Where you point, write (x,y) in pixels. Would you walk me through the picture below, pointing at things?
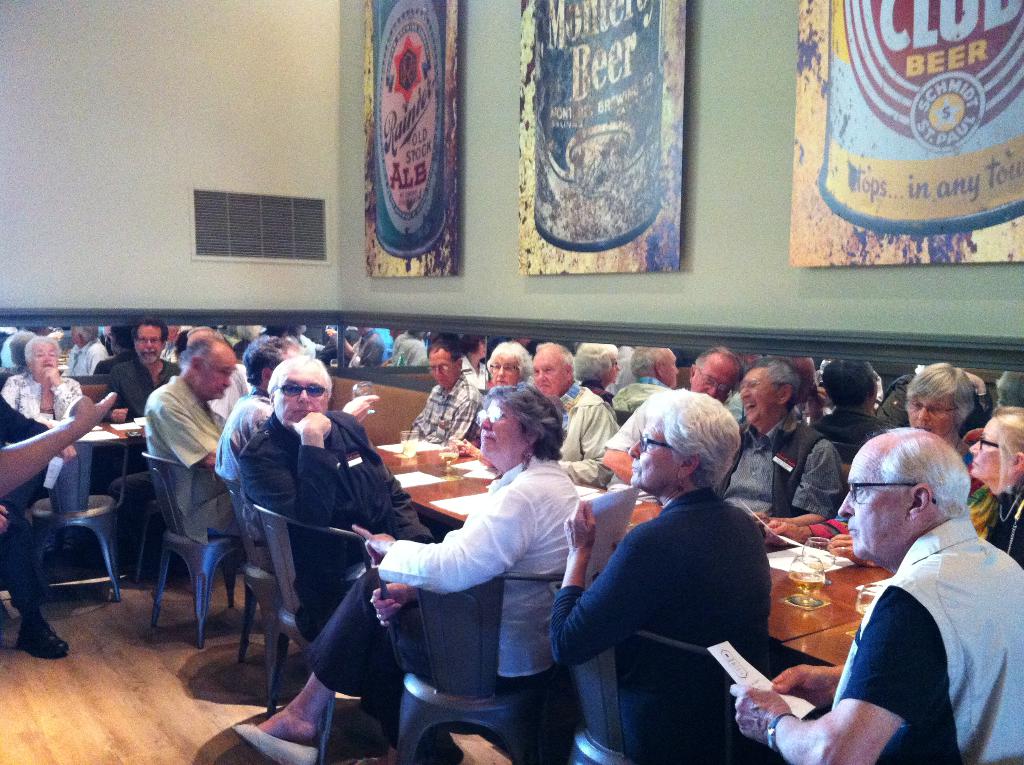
In this image I can see number of persons (574,512) sitting on chairs (483,583) in front of a tables (806,542) and on the tables (806,542) I can see few wine glasses (806,542) and few papers (456,499). In the background (255,289) I can see the wall (123,199), the vent (212,235) and few banners (432,224) attached to the wall (484,11).
